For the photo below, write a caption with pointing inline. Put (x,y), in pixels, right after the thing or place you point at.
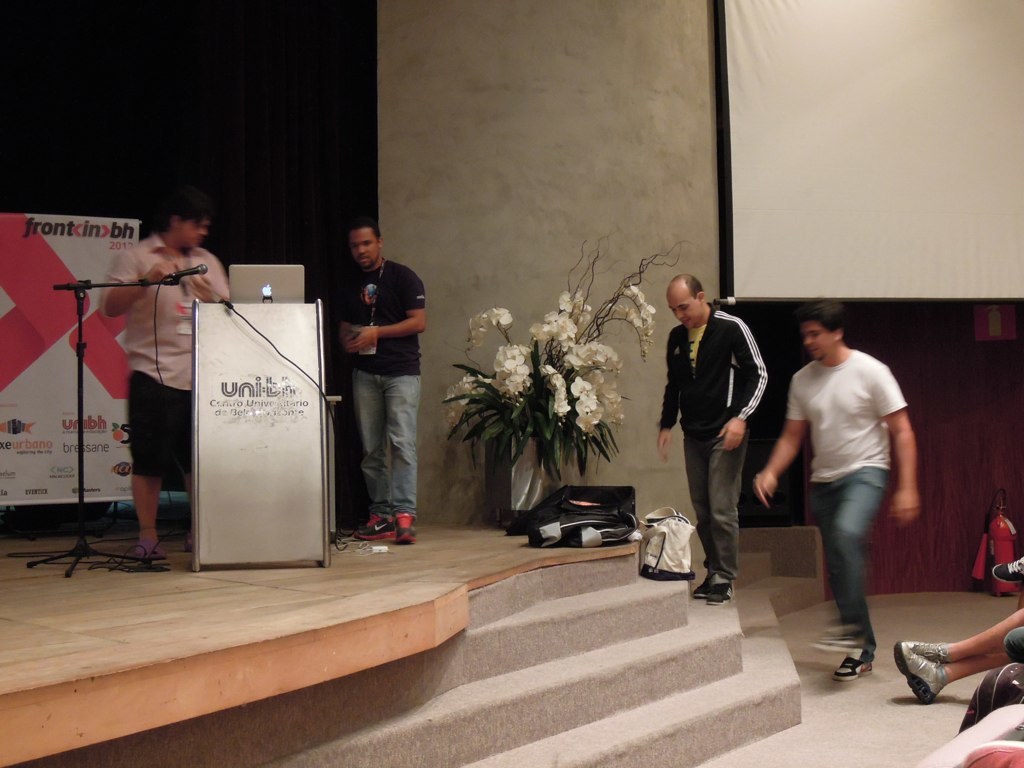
In this image there are some persons (957,668) sitting on the bottom right corner of this image (958,748). and there are two persons (811,495) standing at left side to these person (969,645). there is a bag (659,540), which is in white color is at bottom of this image (650,571). There is one plant (532,360) with some flowers (528,374) as we can see in middle of this image (564,421). There is a wall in the background (529,173). There is a screen (834,169) on the top right corner of this image (862,135). There is one person (386,399) standing on the left side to this plant (528,407) is wearing black color t shirt (396,311), and there is one another person (160,386) is at left side of this image (185,355). There is one laptop (255,286) kept on a table (269,393), and there is one Mic (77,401) at left side of this image (78,496), as we can see there is a stage (287,645) at bottom left side of this image (249,643).
